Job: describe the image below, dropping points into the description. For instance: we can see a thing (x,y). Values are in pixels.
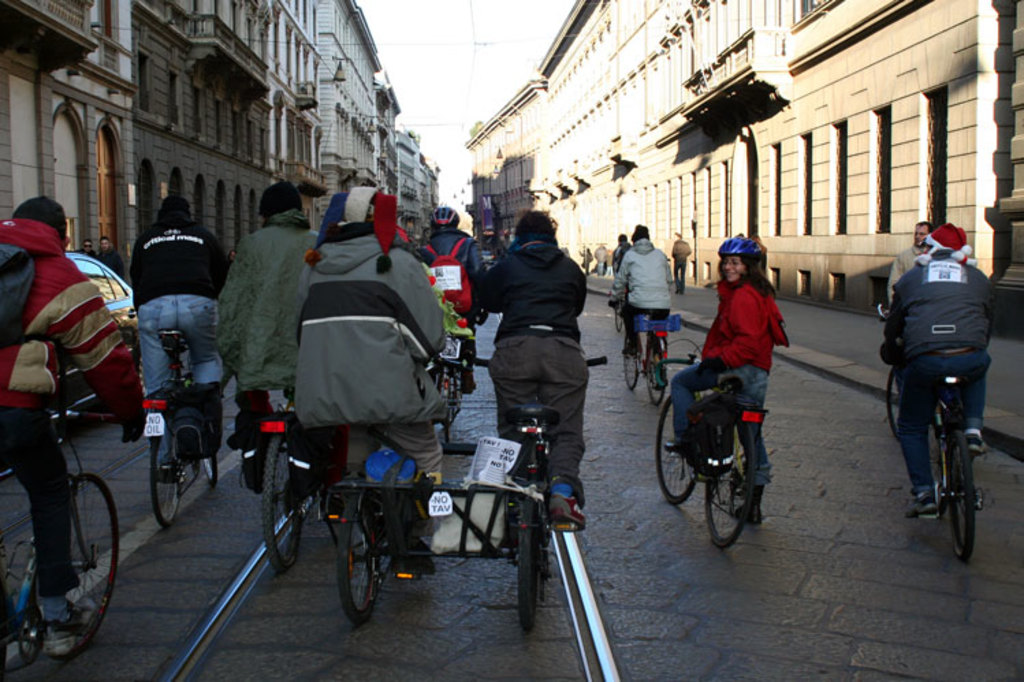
As we can see in the image there is a sky (473,57), buildings (541,69) and few of them are riding bicycles (265,428) on road (112,441).
